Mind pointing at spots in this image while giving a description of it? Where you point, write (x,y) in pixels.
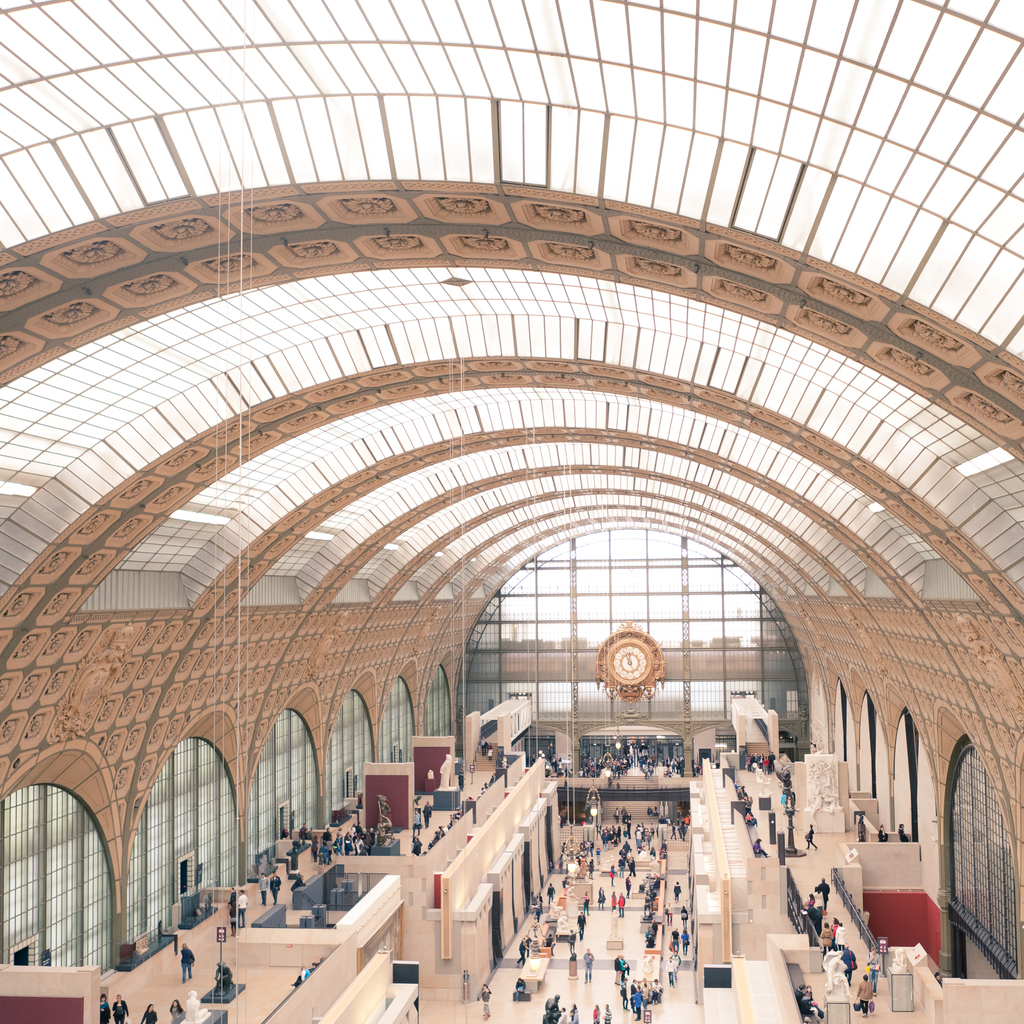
This image is taken in the hall (612,510). At the bottom (549,844) there are people (588,898) and we can see doors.
